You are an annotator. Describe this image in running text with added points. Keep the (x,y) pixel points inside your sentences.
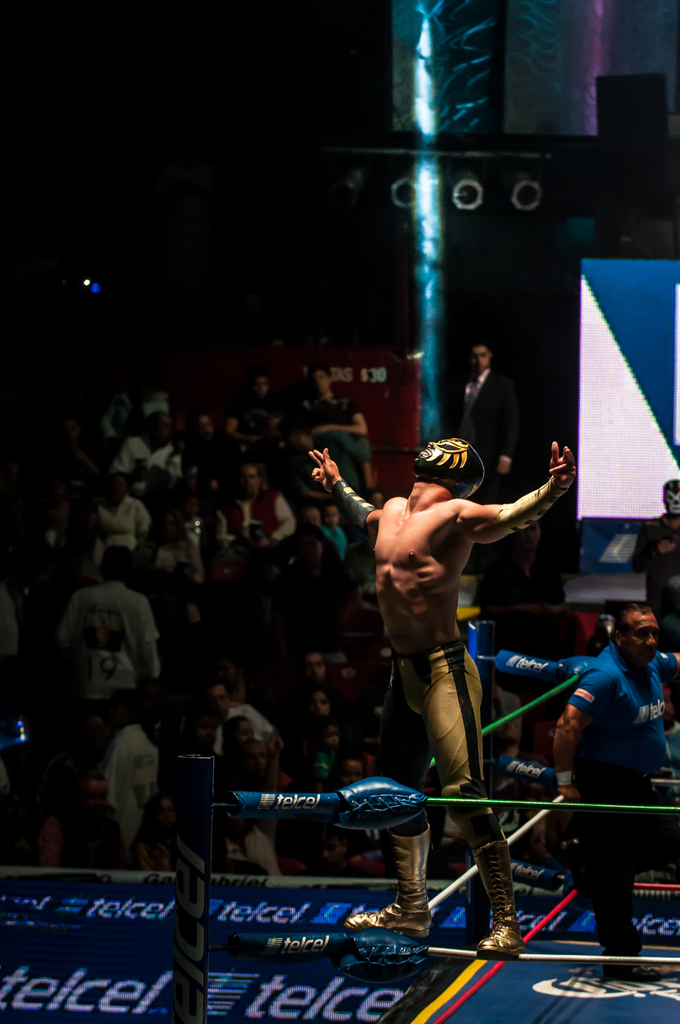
In this image, we can see a person (440,641) on rope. There are some persons (169,442) in the middle of the image (314,408). There is an another person (614,664) in the bottom right of the image (608,936) standing and wearing clothes (643,761).
